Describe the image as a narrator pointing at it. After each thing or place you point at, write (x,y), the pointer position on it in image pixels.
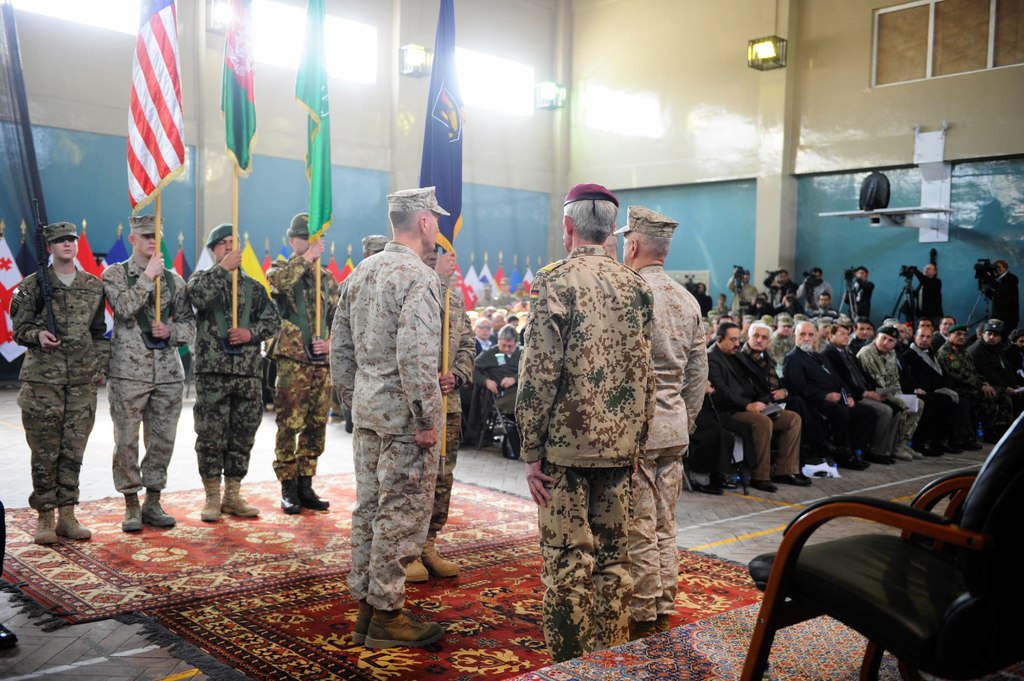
In this picture we can see a group of people (818,314) sitting on the chairs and other people (270,330) holding flags (142,115) and some chairs (833,565).
